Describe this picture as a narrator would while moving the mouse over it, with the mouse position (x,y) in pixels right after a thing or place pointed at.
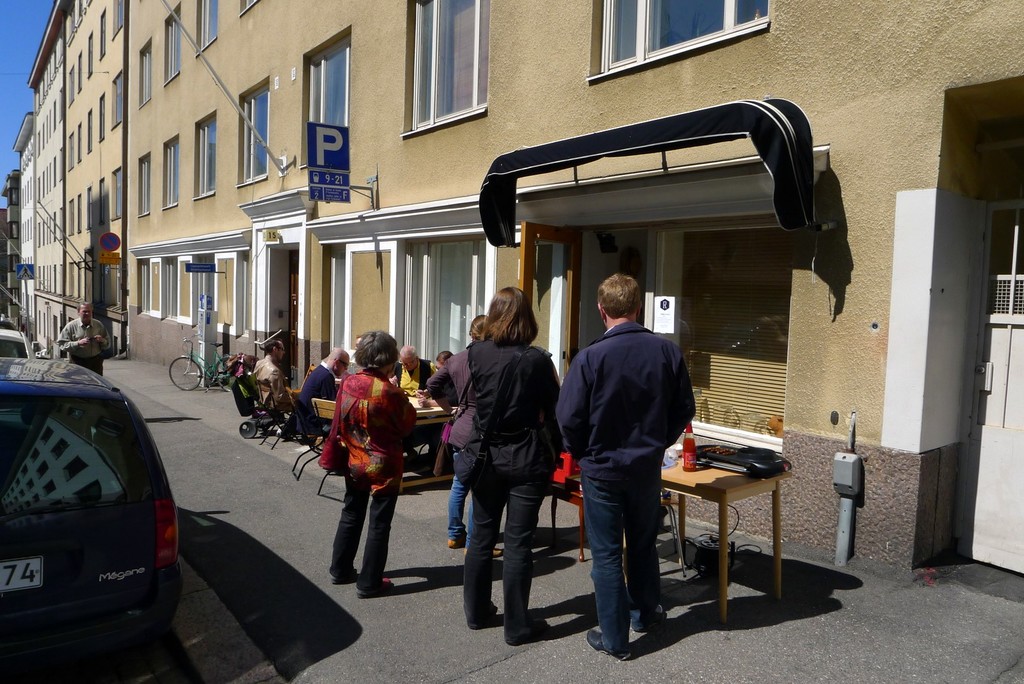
In this picture there is a woman (508,443) who is wearing black dress (521,459), standing near to the man (635,408). Here we can see another woman (375,403) who is wearing red jacket (371,454), black trouser (360,521) and shoe (360,588). On the table (735,488) we can see tomato ketchup (689,456), machine (760,468), cup (681,446) and other objects (668,450). Here we can see group of person (418,379) sitting on the chair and eating the food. On the left (98,349) there is a man (83,321) who is near to the bicycle (210,369). Here we can see building (360,176). On the top corner (24,16) we can see sky (7,35). On the bottom left corner (61,474) we can see cars (28,430). Here we can see board (317,167). On the right (1013,358) there is a gate (998,455), beside that we can see a shelter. On the building (185,300) we can see many windows (712,26).
